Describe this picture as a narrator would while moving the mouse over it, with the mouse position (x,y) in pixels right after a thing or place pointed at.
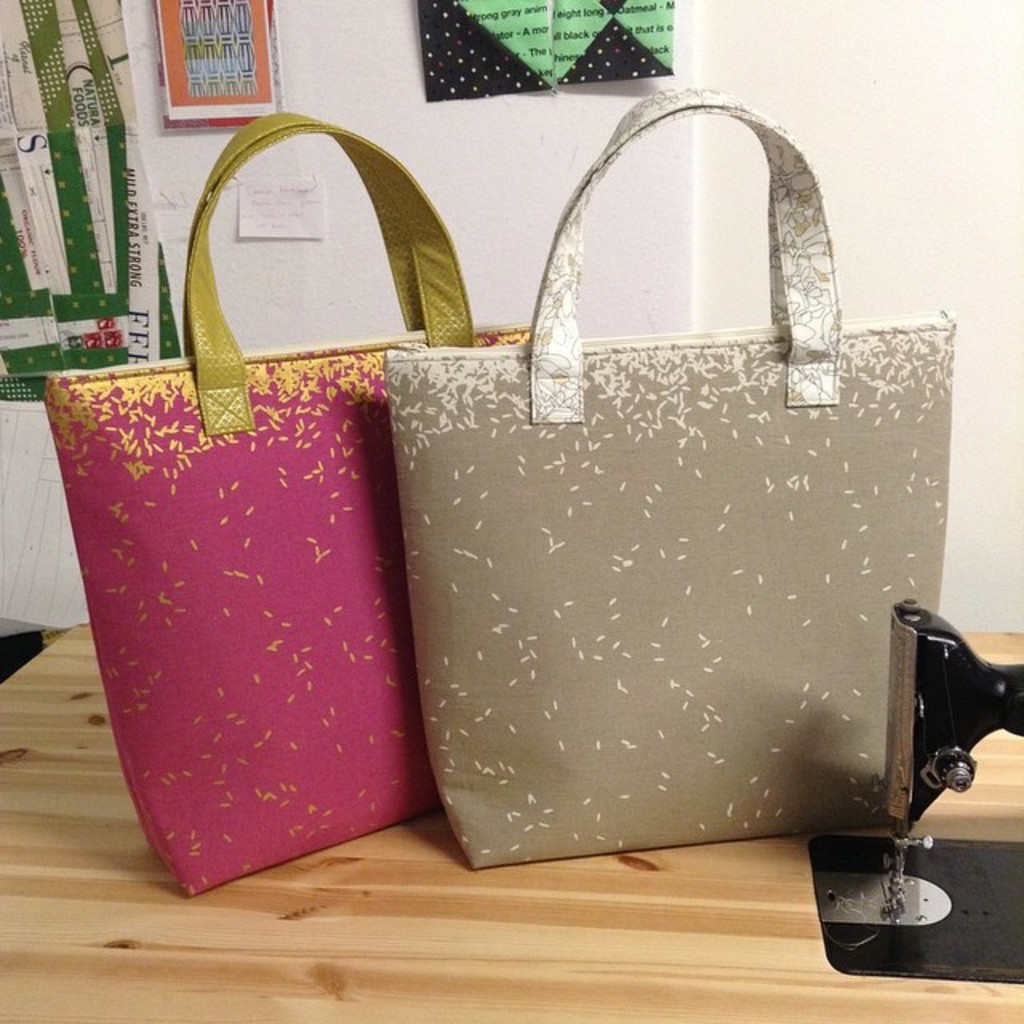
In the middle of the image (466,646) there are two bags (622,626) on the table (33,951). Top of the image (810,28) there is a wall (409,119), On the wall (794,21) there are some posters (523,4).
